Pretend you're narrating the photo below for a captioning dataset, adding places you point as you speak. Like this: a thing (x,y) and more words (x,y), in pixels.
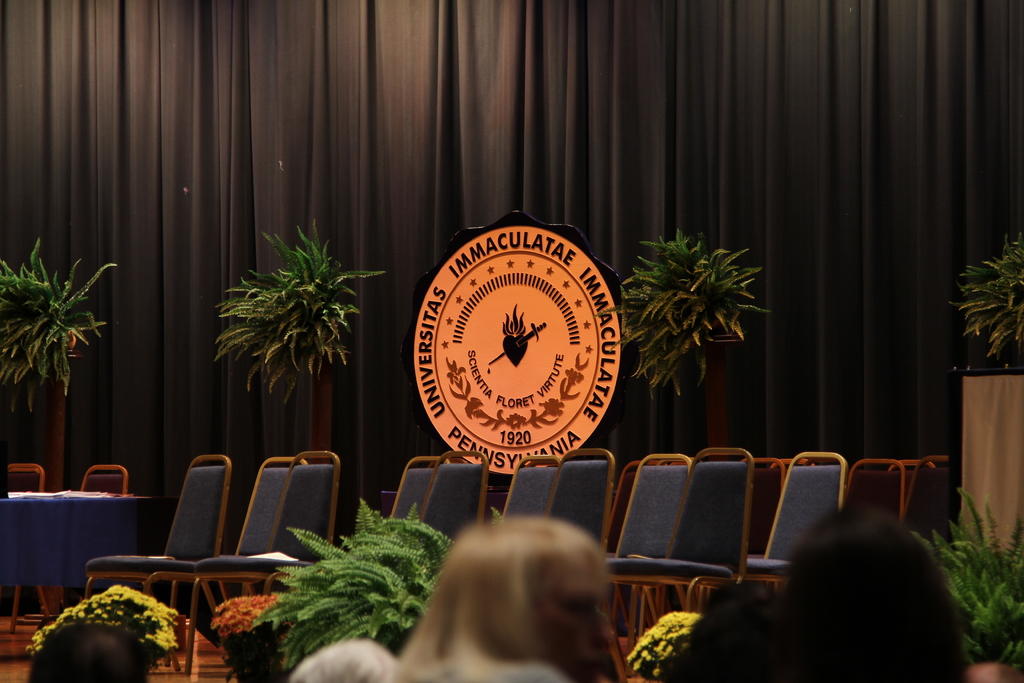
In this picture there are some chairs (808,493) on the stage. Behind there is a orange logo (443,371) and some plants (274,383). In the background (176,360) there is a brown color curtain (170,370).
